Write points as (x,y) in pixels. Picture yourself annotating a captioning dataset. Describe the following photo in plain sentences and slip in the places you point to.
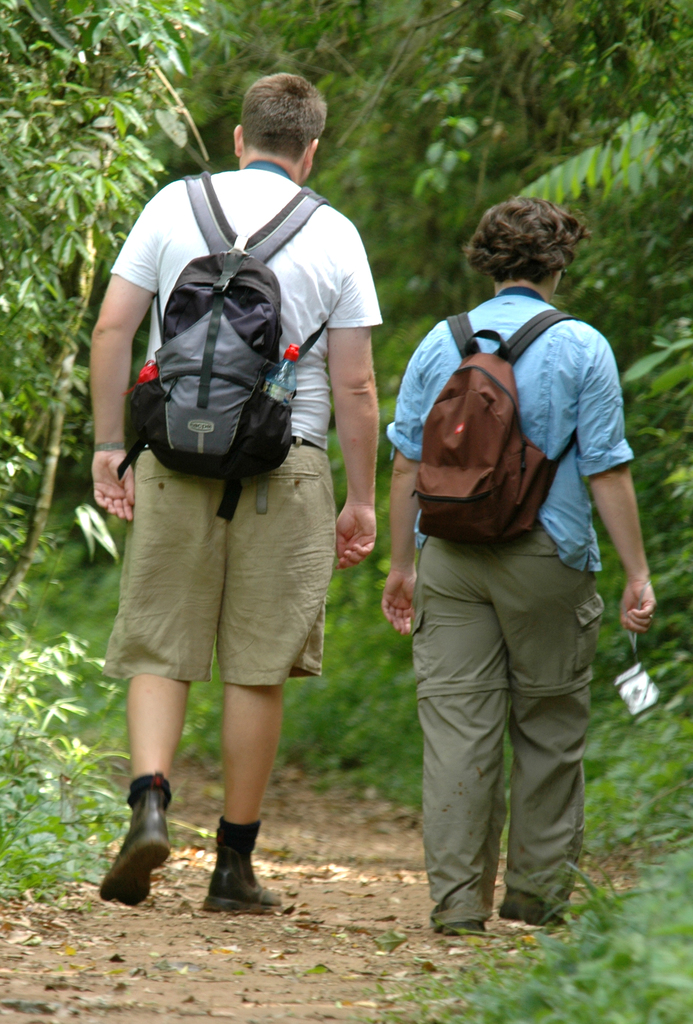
These two persons (479,862) are walking, as there is a leg (459,869) movement and wore bags (501,434). In this bag (226,382) there is a bottle (270,378). We can able to see trees (551,81) in-front of them.
